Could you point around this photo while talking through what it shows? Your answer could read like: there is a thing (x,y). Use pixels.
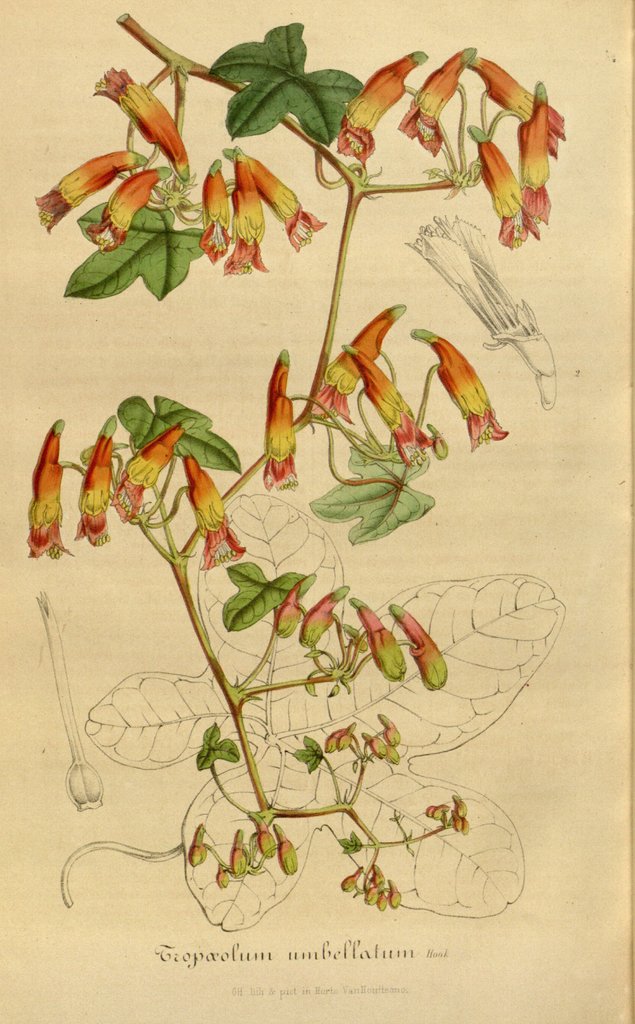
In this picture I can see drawing (310,216) and something is written on the image.
